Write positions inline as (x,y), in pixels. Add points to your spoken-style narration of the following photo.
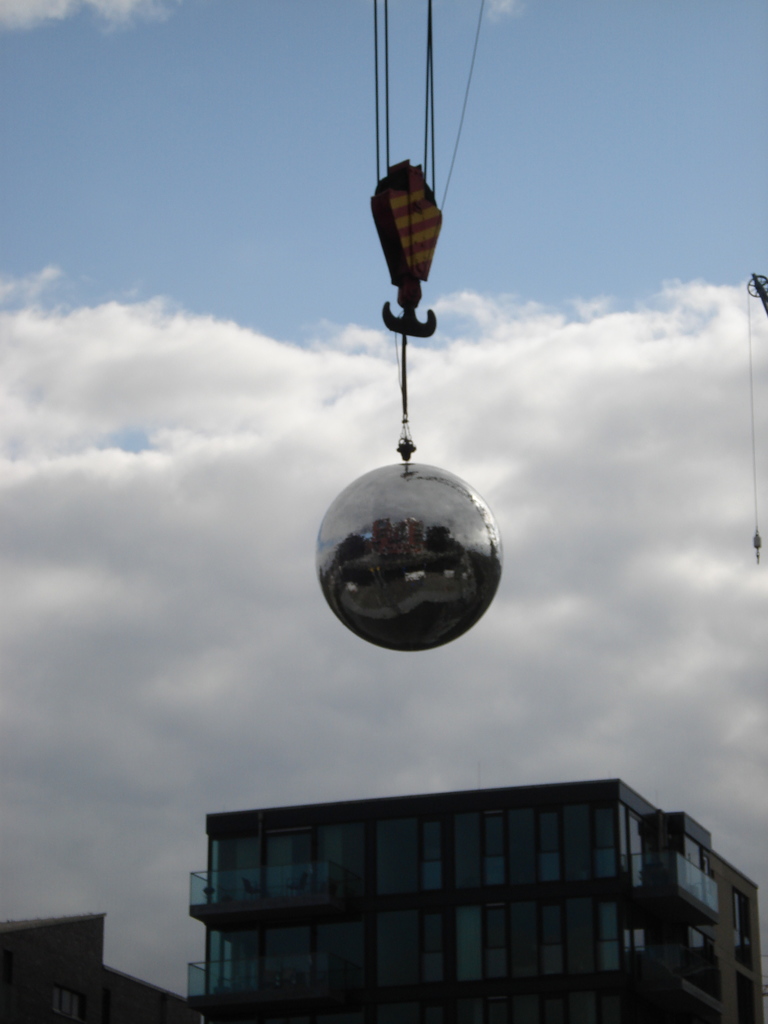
In the middle of this image (449,518), there is a silver color ball (422,474) held by a hanger (427,223). At the bottom of this image (521,873), there are buildings (579,950). In the background (686,333), there are clouds (688,343) in the blue sky (247,103).
